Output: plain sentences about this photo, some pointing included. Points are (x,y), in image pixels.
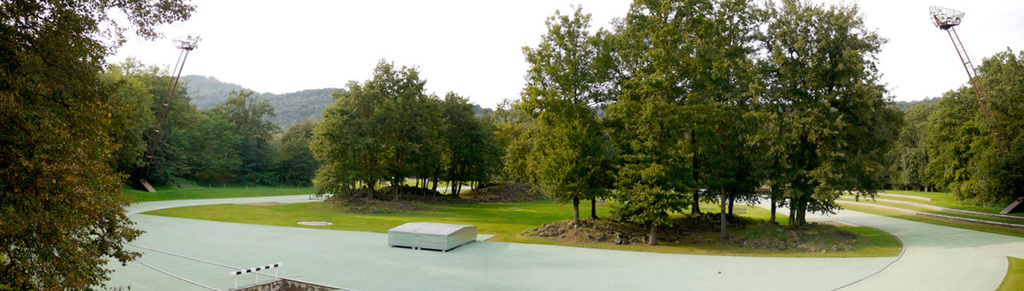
In this picture there are trees (350,146). On the left (183,58) and on the right side of the image (946,31) there are light towers (186,45). At the top (434,27) there is sky (383,29). At the bottom (484,254) there is a road (538,245) and there is grass (525,208) and there is a grey object (452,245) on the road (442,265).
